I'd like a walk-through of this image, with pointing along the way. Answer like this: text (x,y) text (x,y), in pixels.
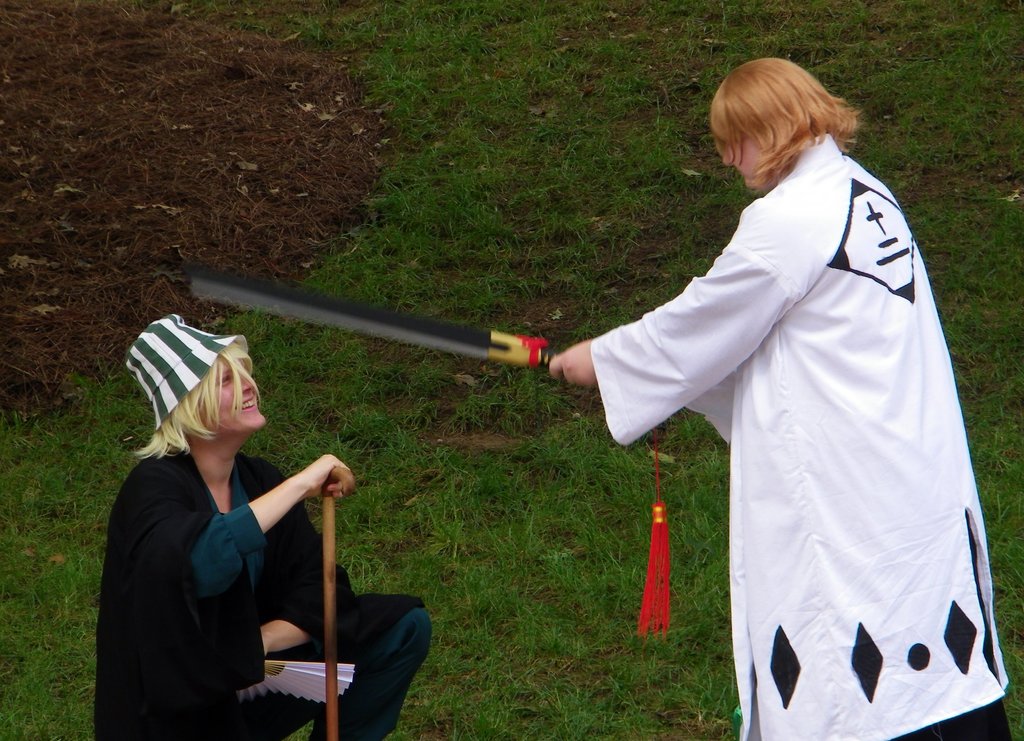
In this image in front (790,341) there are two people (329,473) holding sticks (471,350). At the bottom of the image (553,608) there is grass (521,223) on the surface (533,250).
